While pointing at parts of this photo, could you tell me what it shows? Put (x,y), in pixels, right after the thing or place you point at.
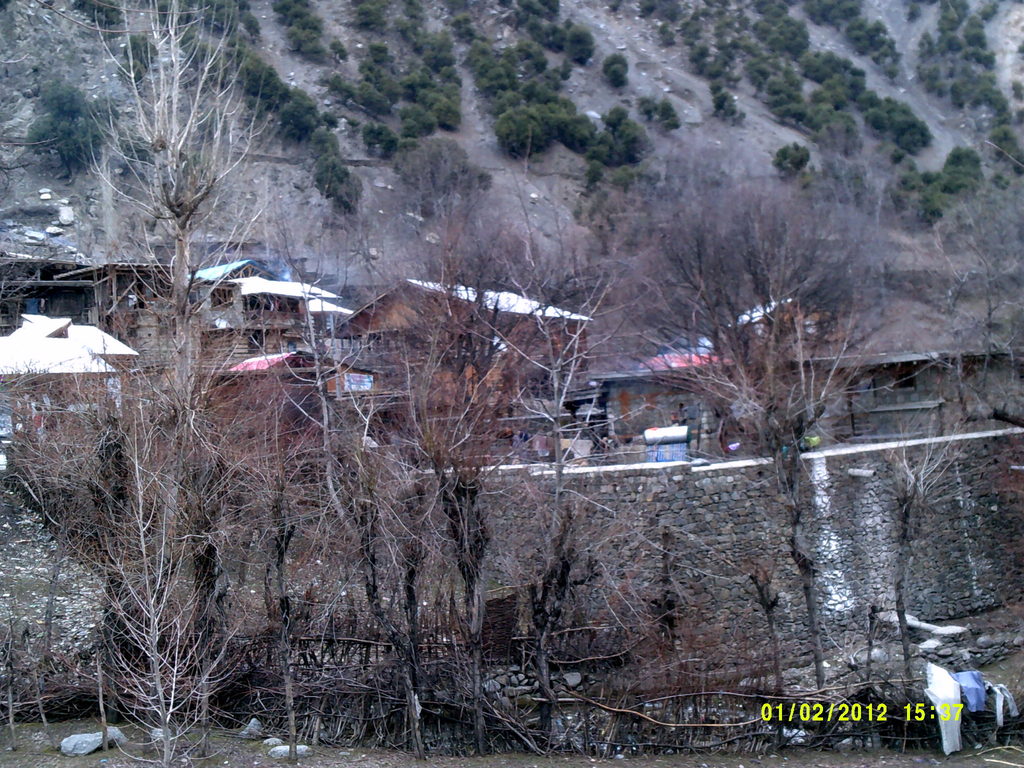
In this image I can see few trees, houses (406,293), stones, few clothes (977,683) and dry trees (152,713).
